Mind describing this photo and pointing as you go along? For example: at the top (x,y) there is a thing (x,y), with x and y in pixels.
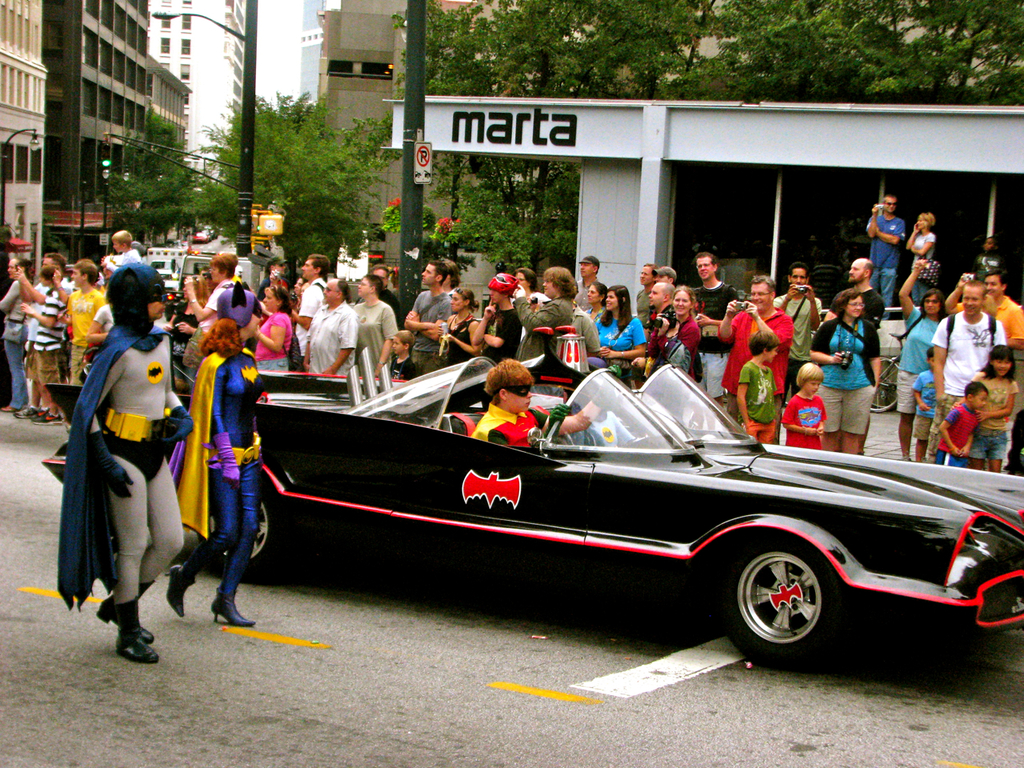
In this picture there is a boy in a car (573,388) in the center of the image (603,475) and there are two people (123,326) in a costume (101,486) on the left side of the image (237,286), there are people (325,344) those who are standing in the center of the image (428,296) and there are buildings (117,30) and trees (221,170) in the background area of the image (954,150).
